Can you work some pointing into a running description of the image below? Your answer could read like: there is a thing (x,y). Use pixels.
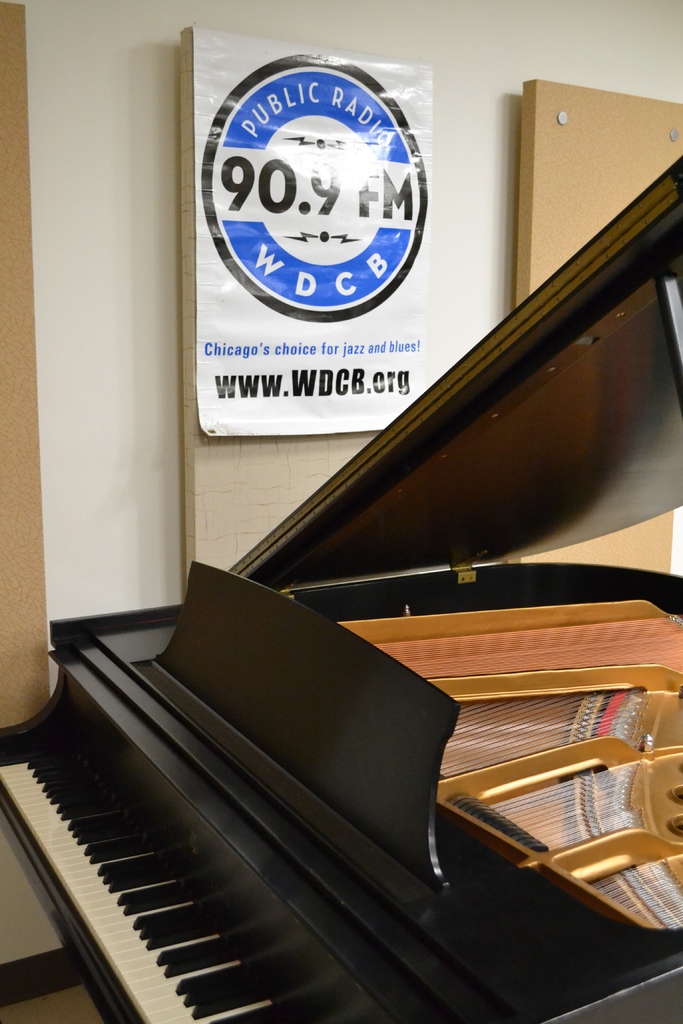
In this picture piano (184,687), a musical instrument (351,704) is highlighted. This is a wall (569,56). Here one banner sticker (278,250) over the wall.
